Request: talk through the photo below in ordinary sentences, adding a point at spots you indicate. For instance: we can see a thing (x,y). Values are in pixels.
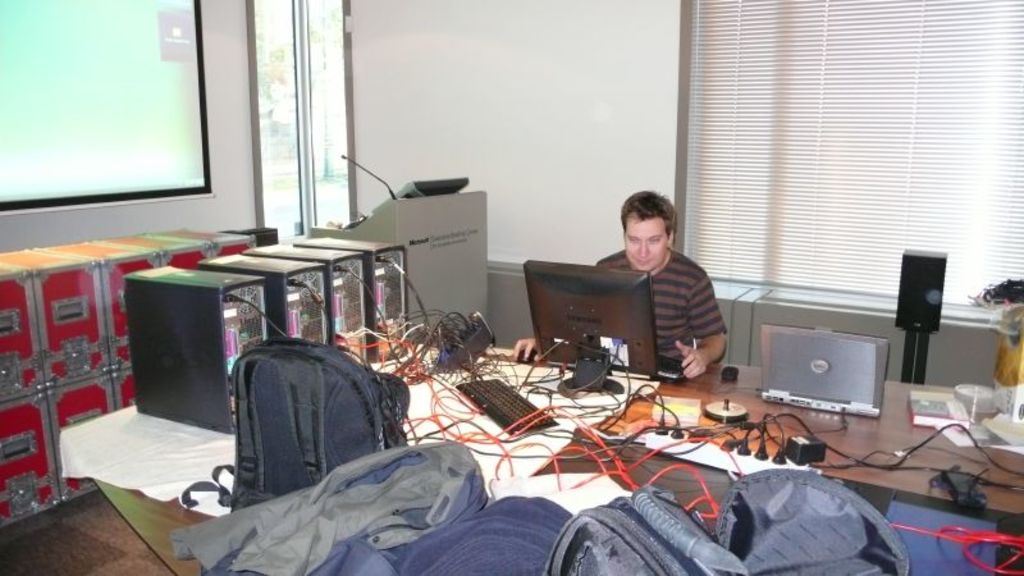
In this image i can see a person (667,270) sitting and doing work in a computer (613,301) at left (291,295) i can see few c. p. u (293,291), at the front (419,436) i can see few bags (575,560) at the background (572,163) i can see a window (717,119) and a wall (502,91).
